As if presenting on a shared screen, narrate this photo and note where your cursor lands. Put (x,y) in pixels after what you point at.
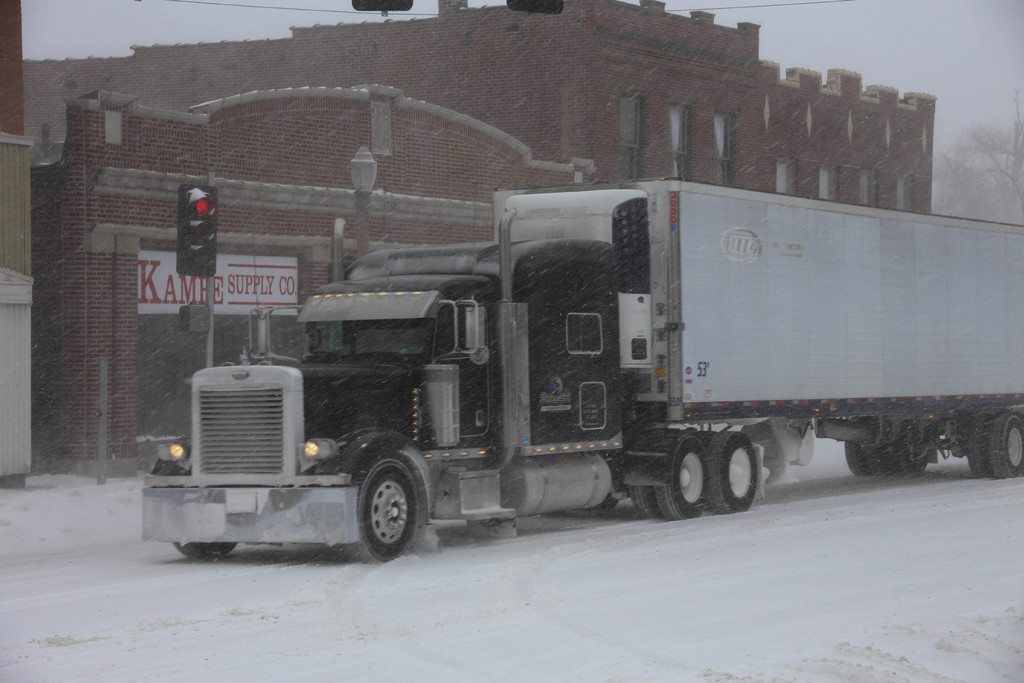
In this image in front (262,441) there is a vehicle (458,466) on the surface of the snow (572,597). Behind the vehicle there is a traffic signal (208,200). In the background (522,116) there are buildings (693,114), trees (963,147) and sky (957,45).
